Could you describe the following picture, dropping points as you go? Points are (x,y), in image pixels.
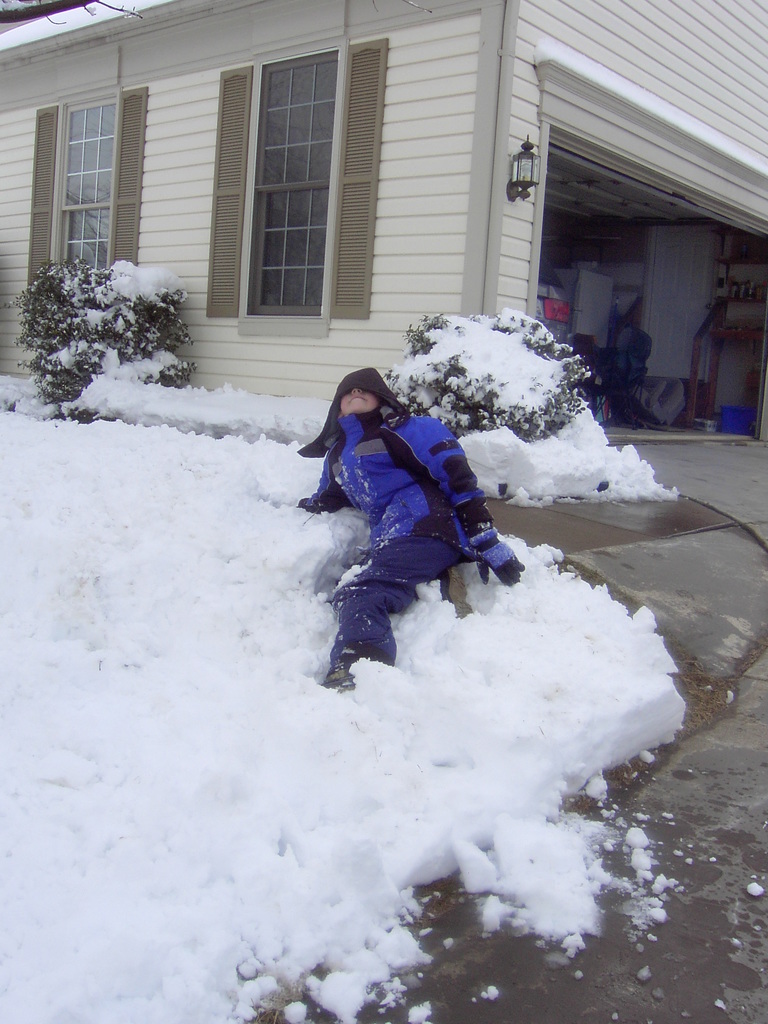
In this image we can see a person (401,560), there are plants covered with the snow (270,651) and also we can see a shed (607,222), in the shed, there is a shelf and some other objects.
